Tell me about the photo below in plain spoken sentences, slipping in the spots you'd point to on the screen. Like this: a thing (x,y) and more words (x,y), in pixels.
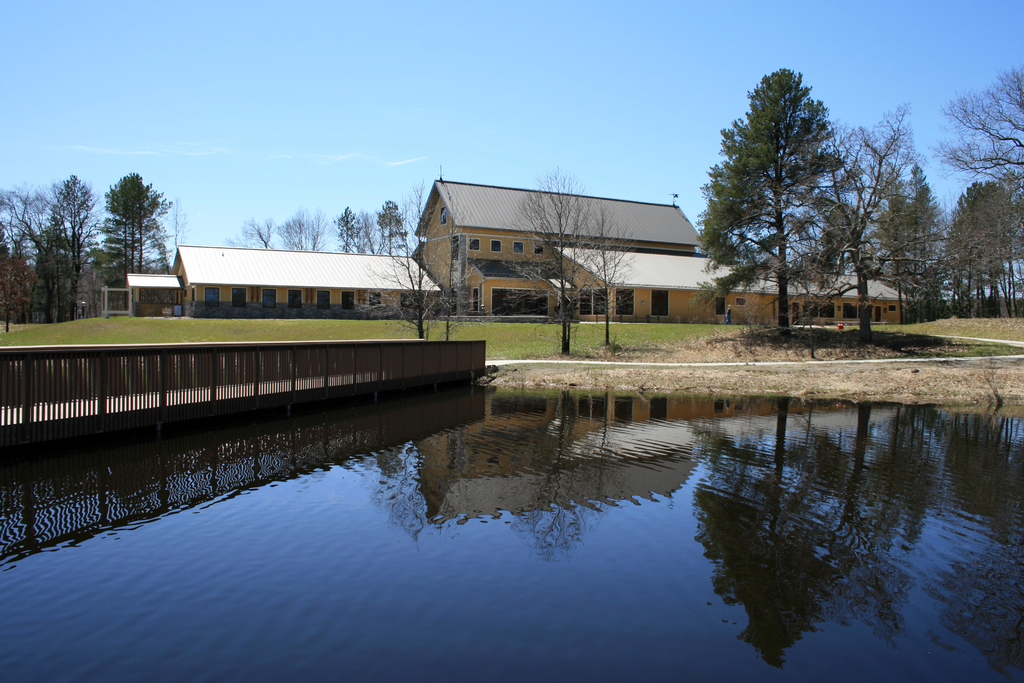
In this image in the front (579,509) there is water (648,500). In the center (444,360) there is a fence (348,363). In the background (557,269) there are trees (743,278), buildings (425,282) and there's grass (262,334) on the ground (519,326).
